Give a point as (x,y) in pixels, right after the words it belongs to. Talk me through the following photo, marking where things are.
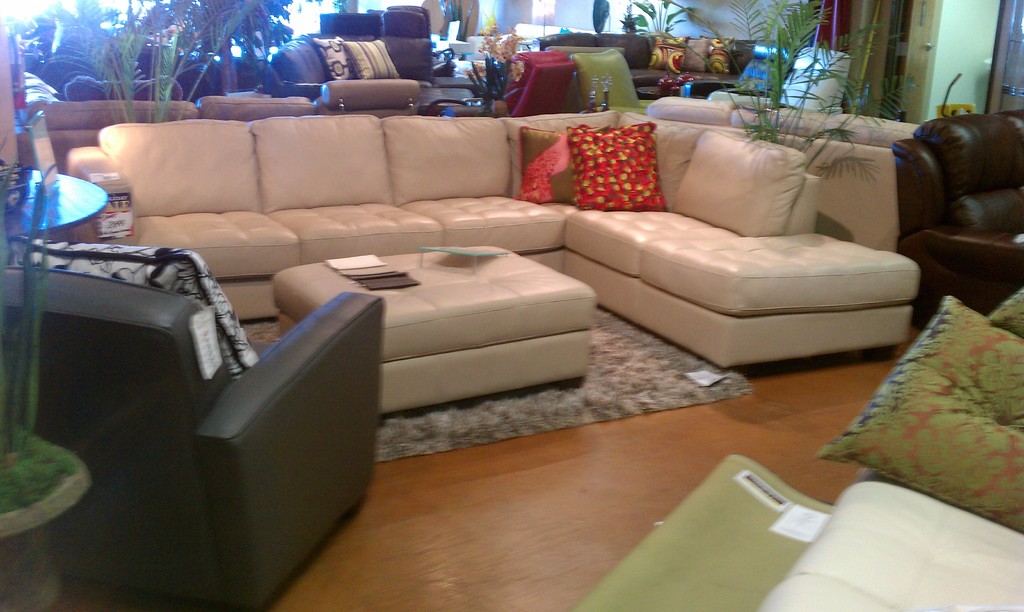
This picture is consists of a room (547,24) where there are sofas (247,232) around the area of the image and there are some trees (774,64) at the left (169,79) and right side of the image (751,113) and the pillows (740,167) which are placed on the sofa (501,219).
